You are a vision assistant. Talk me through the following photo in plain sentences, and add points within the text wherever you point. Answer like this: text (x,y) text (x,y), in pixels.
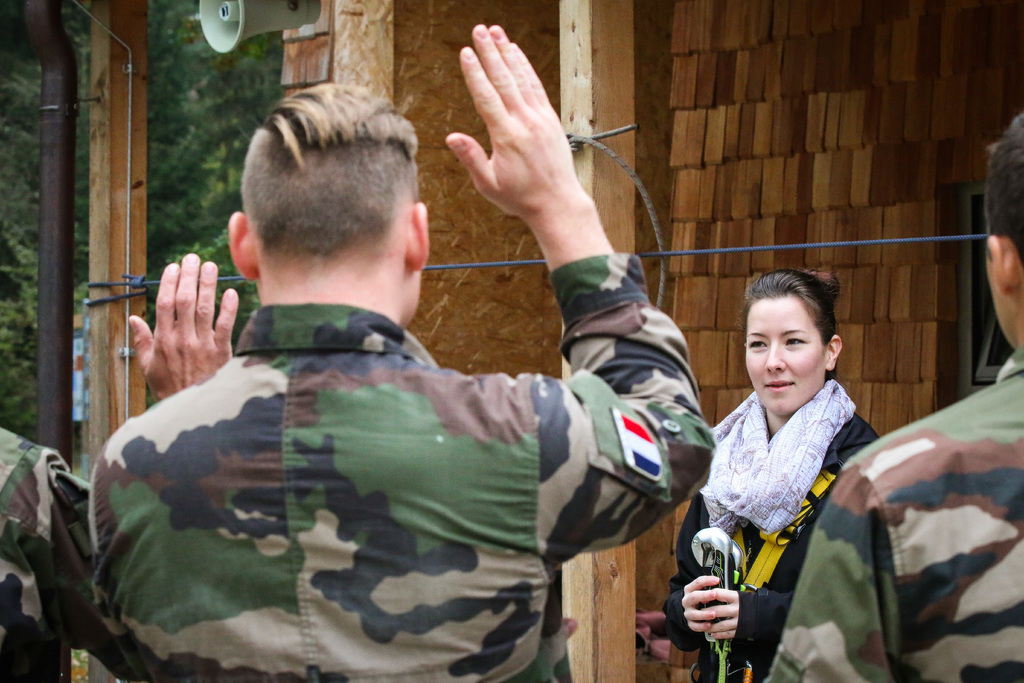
This image consists of few persons (479,520). In the front (523,614), we can see three persons (896,608) are wearing the army dresses (275,605). In the background (782,523), there is a woman (791,500) wearing a scarf (807,445) is standing. And we can see a wall (706,83) along with wooden blocks (291,55). At the top (247,20), there is a speaker (234,31). On the left (185,150), there are many trees (207,183).
